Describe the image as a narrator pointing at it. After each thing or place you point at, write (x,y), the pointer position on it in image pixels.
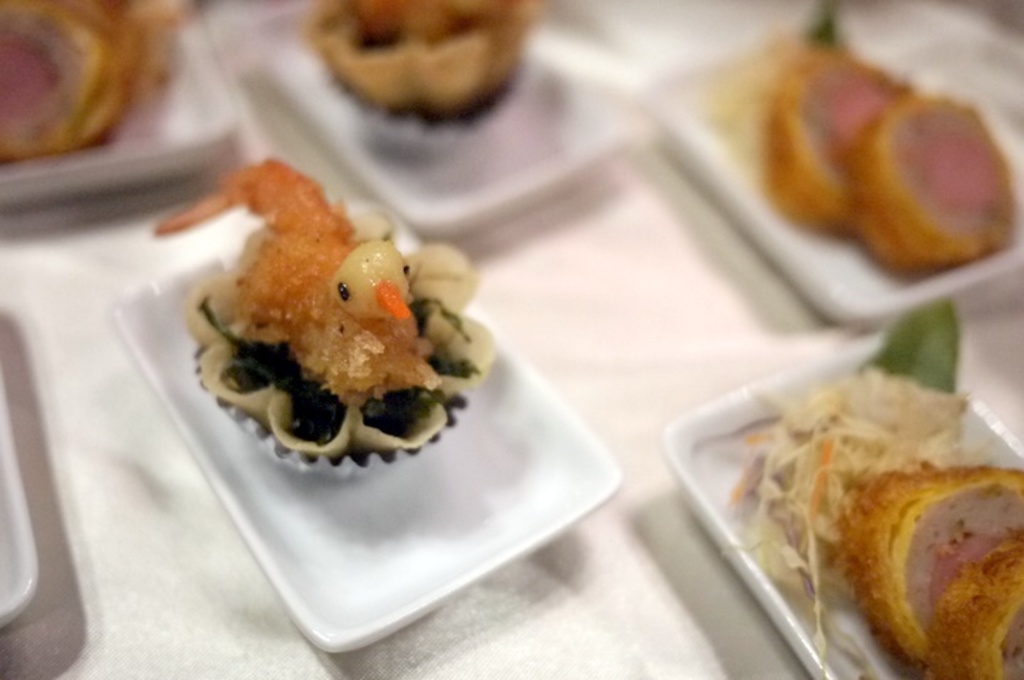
In this picture there are some snack (418,317) in the white plate (415,469) which is placed on the table top (514,653).
